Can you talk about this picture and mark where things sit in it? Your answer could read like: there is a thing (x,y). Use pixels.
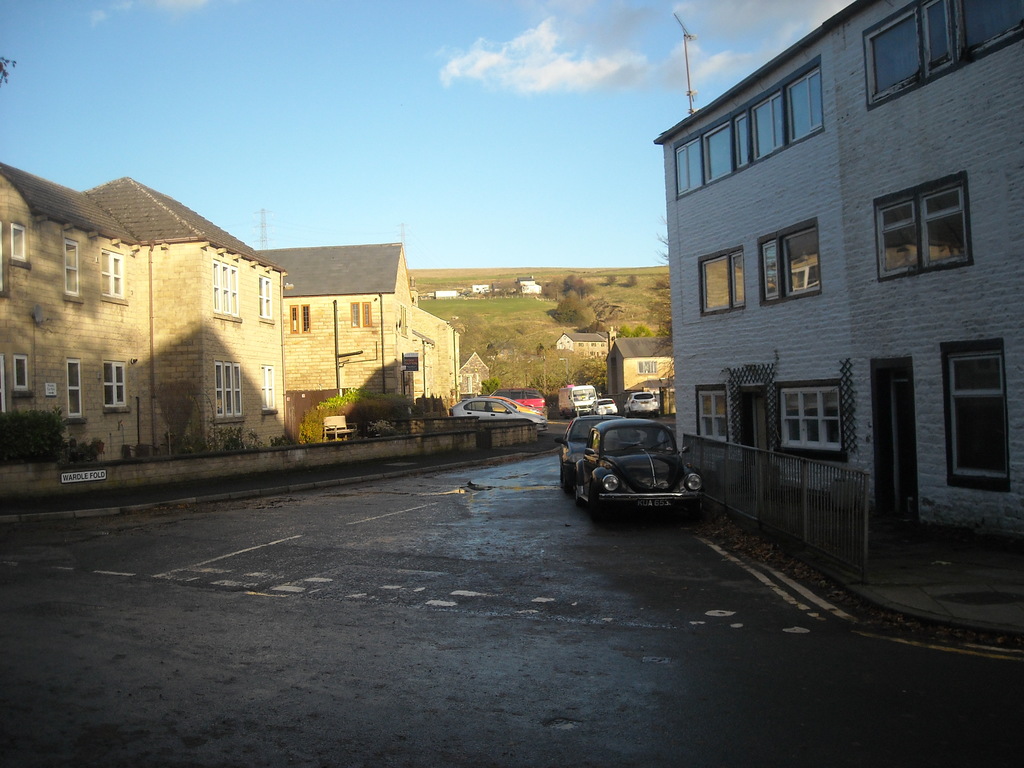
In this picture we can see few vehicles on the road (482,565), beside to the vehicles (567,471) we can find few houses (824,329) and trees (396,418).
